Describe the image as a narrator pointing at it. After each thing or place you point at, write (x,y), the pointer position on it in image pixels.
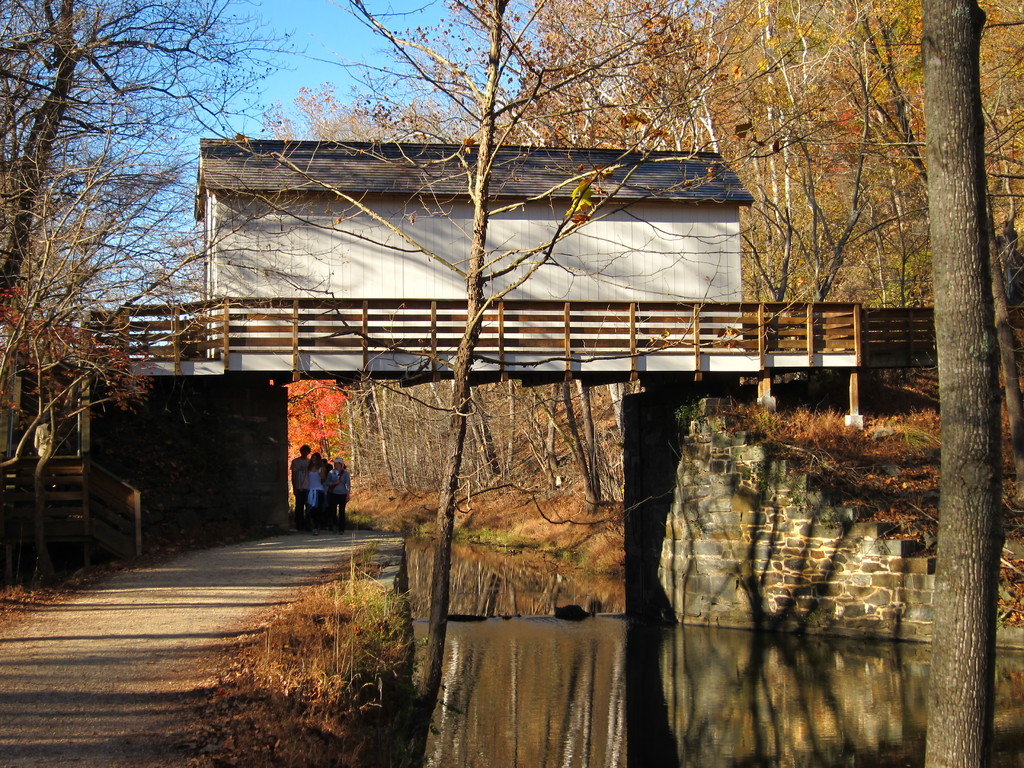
In this picture we can see a house (518,243) on the bridge (454,352), and few people (319,491) are standing under the bridge (326,378), and also we can see few trees (464,404) and water (593,669).
